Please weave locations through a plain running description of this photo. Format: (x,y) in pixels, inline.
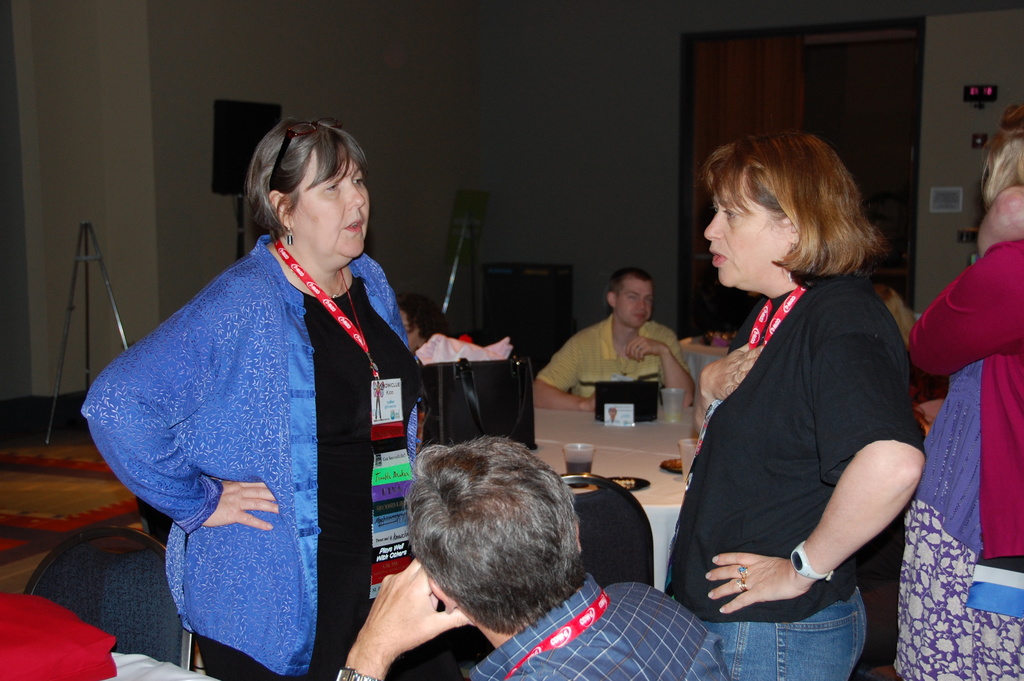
On left corner of this picture (290,372), we see women (362,316) wearing blue shirt (262,427) and black t-shirt (335,488). She is talking to the other woman (787,583) standing opposite side, she is wearing id card (399,389) and the woman (863,501) on the opposite side is wearing black color shirt (803,415) and watch (792,563). She is also talking to the woman (346,507) on the other side. In front (574,630) the man (490,547) sitting on the chair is watching both of them. Here we have chairs (136,609) and tables (655,481) on which we can find glass (593,457), plates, laptops (602,403). Behind them, we see man (654,348) sitting on a chair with yellow t-shirt (610,348). behind them we see door (750,67) and door curtain (752,85), we even see stand (107,284) on the left of the picture (119,329).
